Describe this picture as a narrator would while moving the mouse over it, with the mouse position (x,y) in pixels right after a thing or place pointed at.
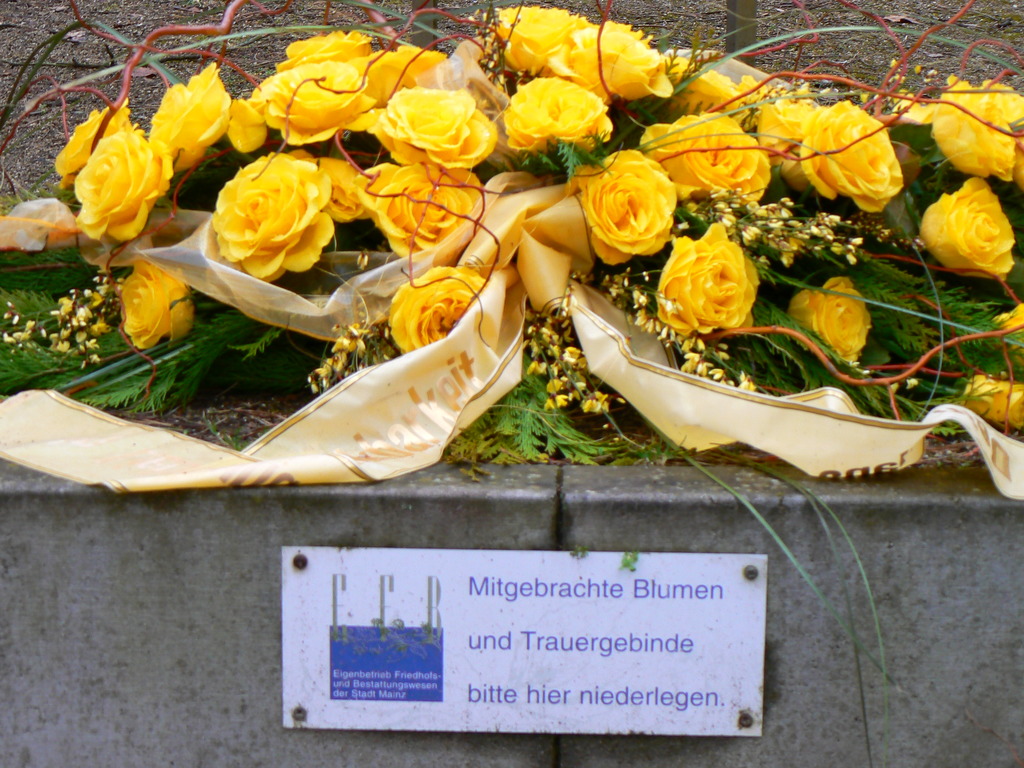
In this picture we can see a name board (321,692) on the wall (224,725) and in the background (986,173) we can see flowers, leaves (960,186).
